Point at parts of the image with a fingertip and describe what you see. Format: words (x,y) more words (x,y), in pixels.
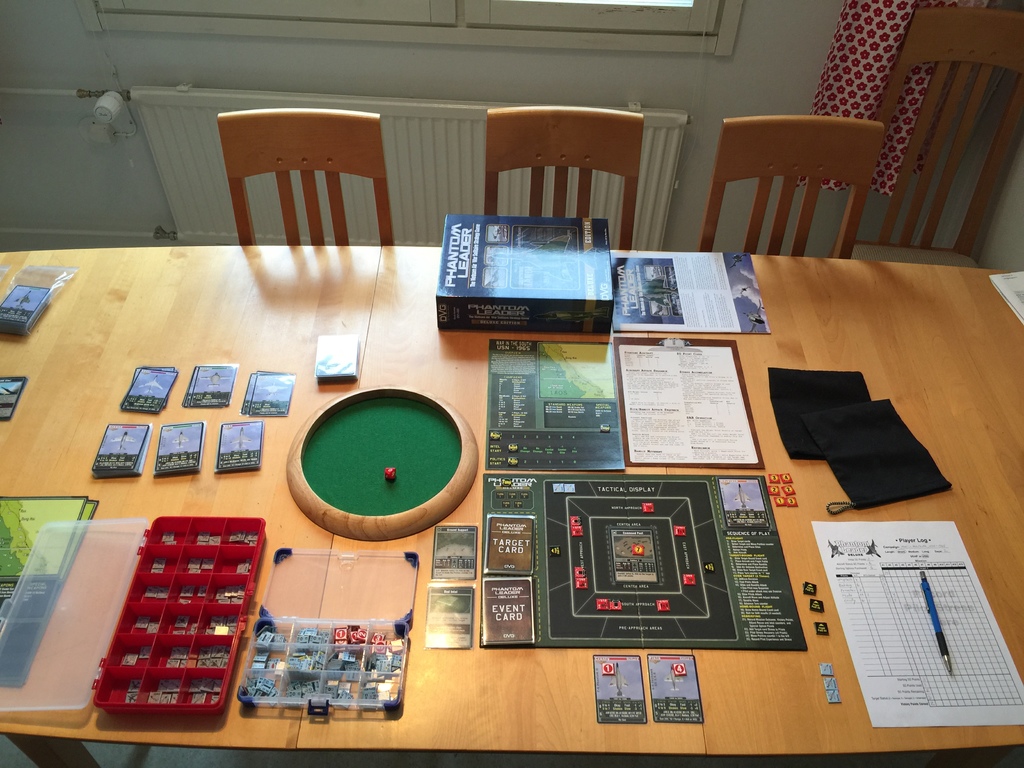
In this image we can see some chairs (535,195) and tables (346,542), on the tables (324,386), we can see books (665,274), papers (690,403), pen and some other objects (349,536), in the background (282,86) we can see a cloth (903,28) and the wall (287,55).
